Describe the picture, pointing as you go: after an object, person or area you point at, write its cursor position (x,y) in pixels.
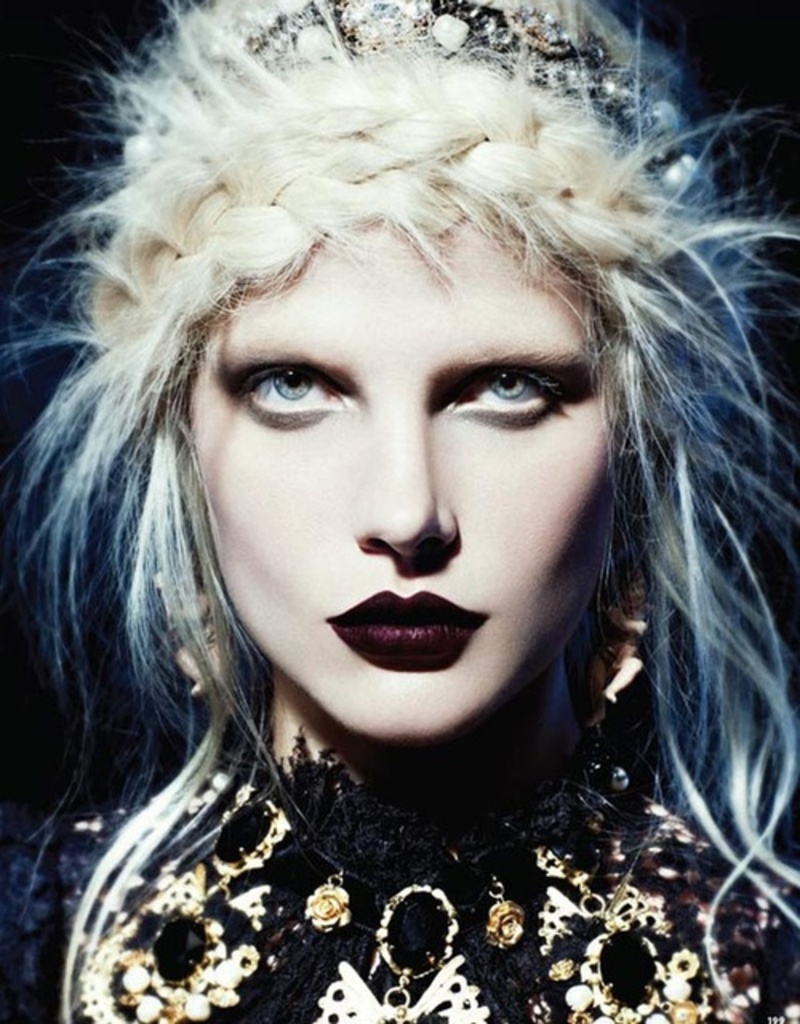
In the image we can see there is a woman (535,639) and she is wearing a black colour dress (375,921) and hair band (565,68).
